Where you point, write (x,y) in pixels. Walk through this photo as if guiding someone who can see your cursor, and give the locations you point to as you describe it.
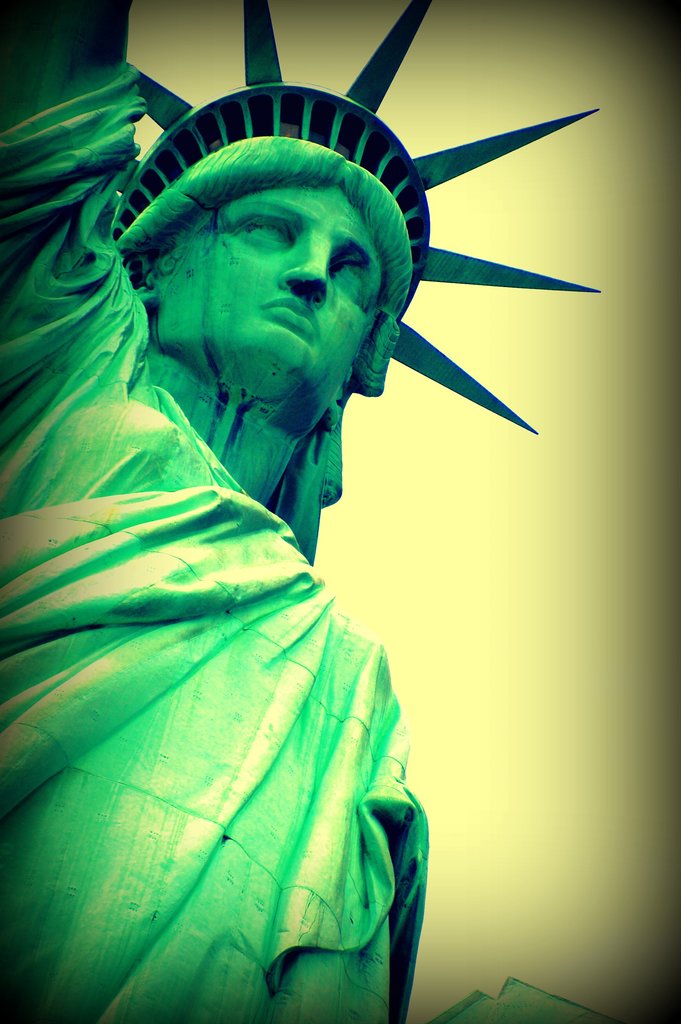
In this picture I can see The Statue of Liberty (367,310) in front (18,314) and I can see the background (308,17) which is of light in yellow in color.
